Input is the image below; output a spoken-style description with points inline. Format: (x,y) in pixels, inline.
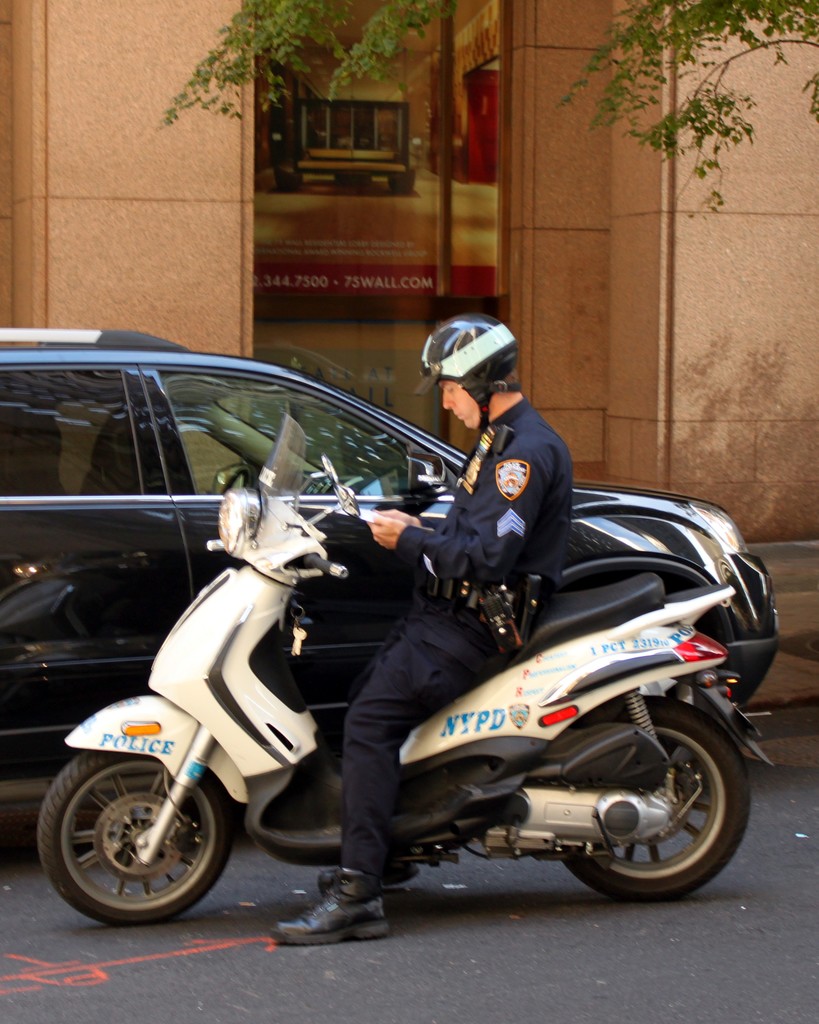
In the image we can see a man (464,538) wearing clothes (401,638), shoes (353,916), a helmet (447,357) and he is sitting on the two wheeler (442,743). Beside him there is a car (200,496) on the road (608,988). There is a building (526,253) and the leaves (667,135).
